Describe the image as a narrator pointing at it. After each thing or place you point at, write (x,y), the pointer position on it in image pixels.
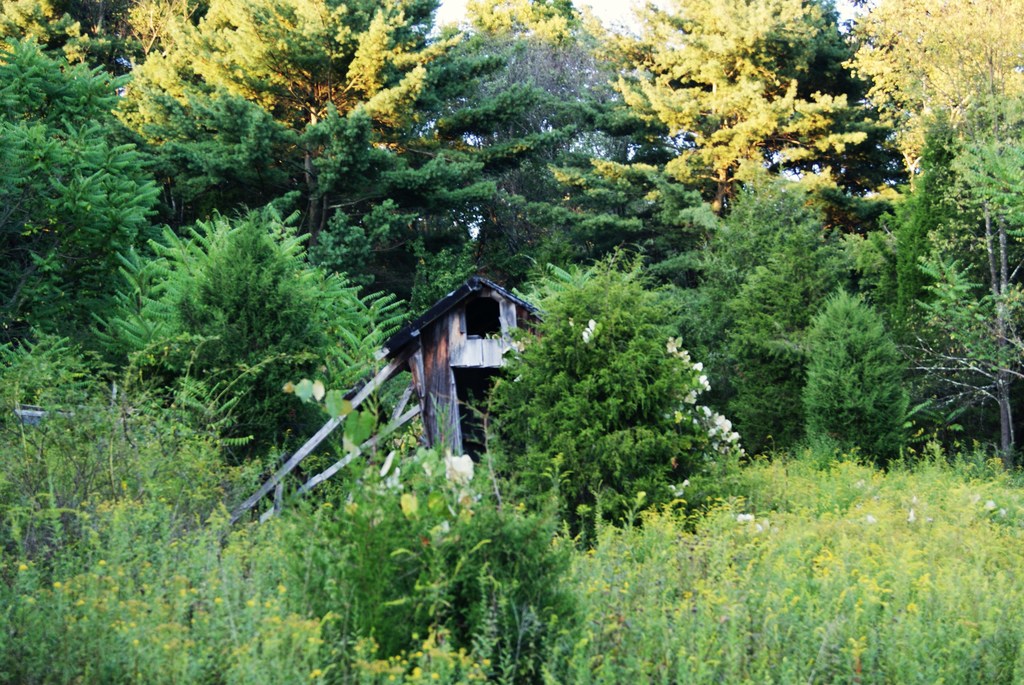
This image is taken outdoors. In the middle of the image (472,419) there is a wooden cabin (461,347). In this image there are many trees (899,385) and plants (949,554).
